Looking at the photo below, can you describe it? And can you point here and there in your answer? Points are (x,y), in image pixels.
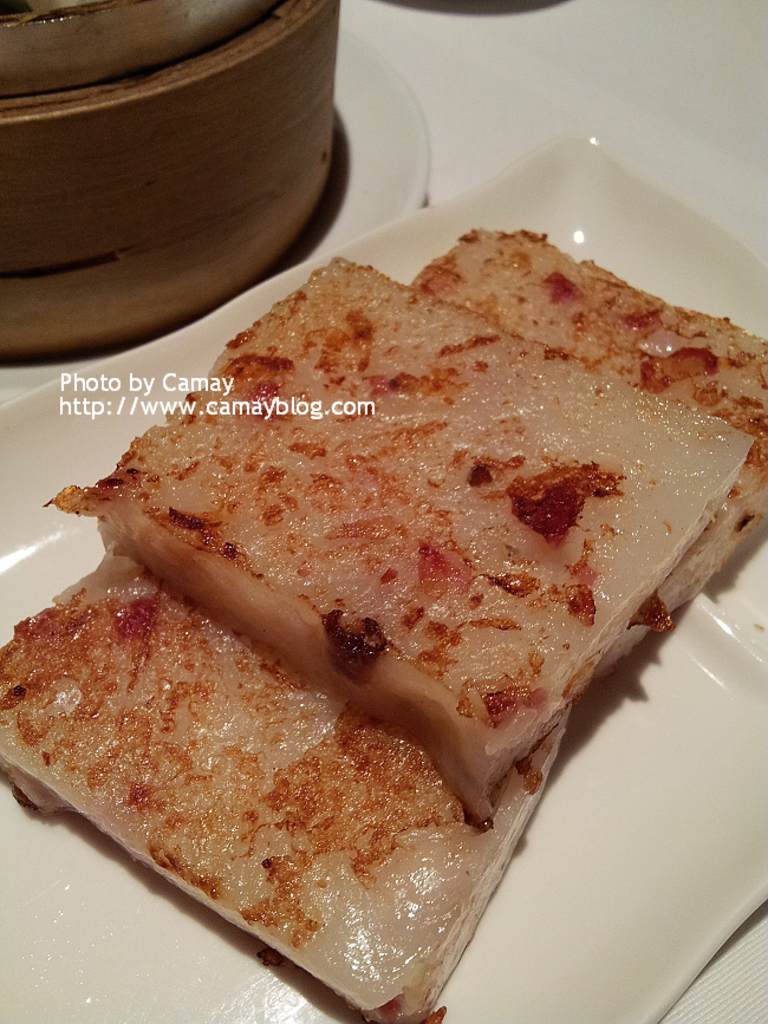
In this image I can see a plate (363,173), vessel (83,263) and food items (286,563) in a plate (576,993) may be kept on the table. This image is taken may be in a room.
